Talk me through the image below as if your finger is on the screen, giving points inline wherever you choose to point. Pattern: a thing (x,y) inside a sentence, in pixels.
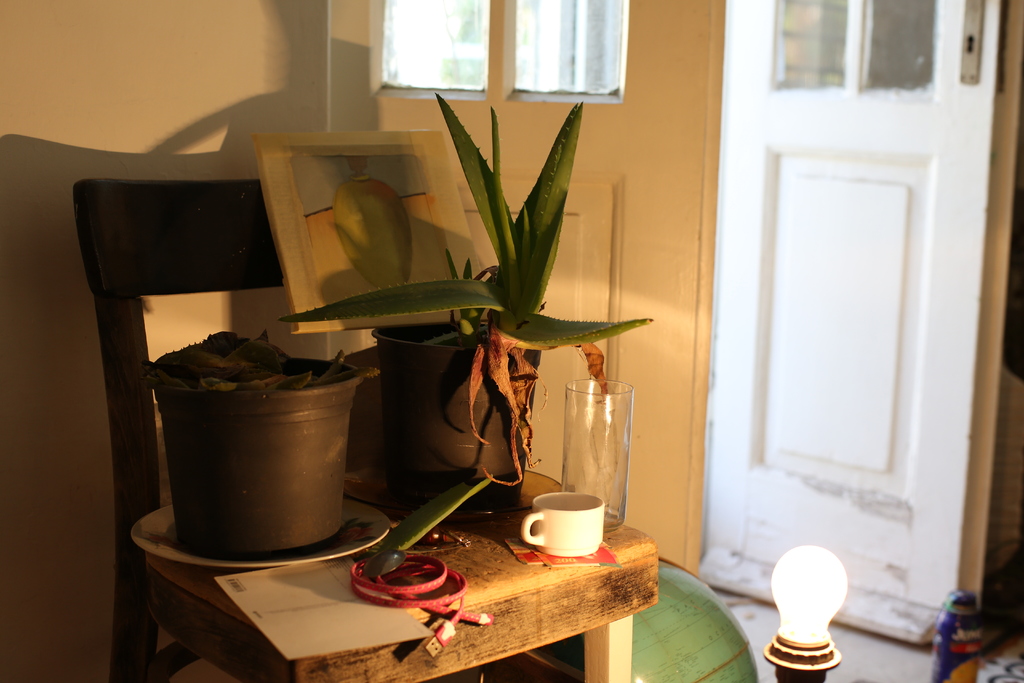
In this image there are flower pots (226,465), glasses (585,451), cups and some other objects (314,580) on the chair (489,561), beside the chair (419,596) there are some other objects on the floor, behind the chair (179,248) there is a door (592,142) and a wall (279,115).
